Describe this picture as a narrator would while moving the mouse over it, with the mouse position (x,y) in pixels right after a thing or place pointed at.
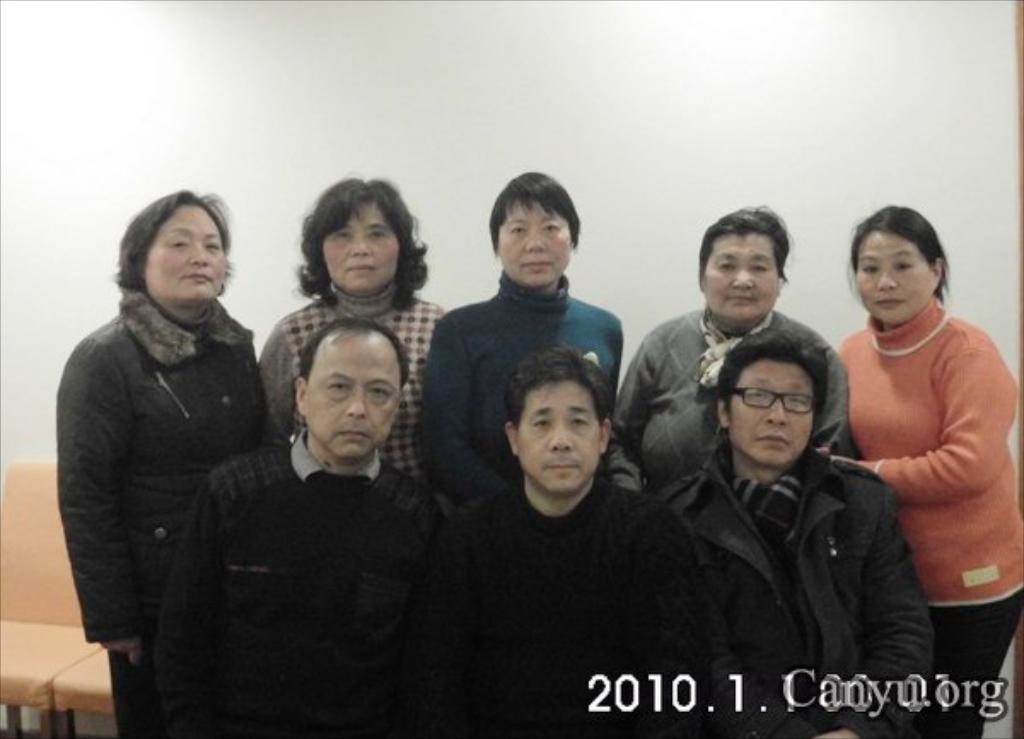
In this picture we can see a group of people (401,404) standing and behind the people (183,536) there are chairs (57,592) and the wall (580,96). On the image there is a watermark (901,696).
